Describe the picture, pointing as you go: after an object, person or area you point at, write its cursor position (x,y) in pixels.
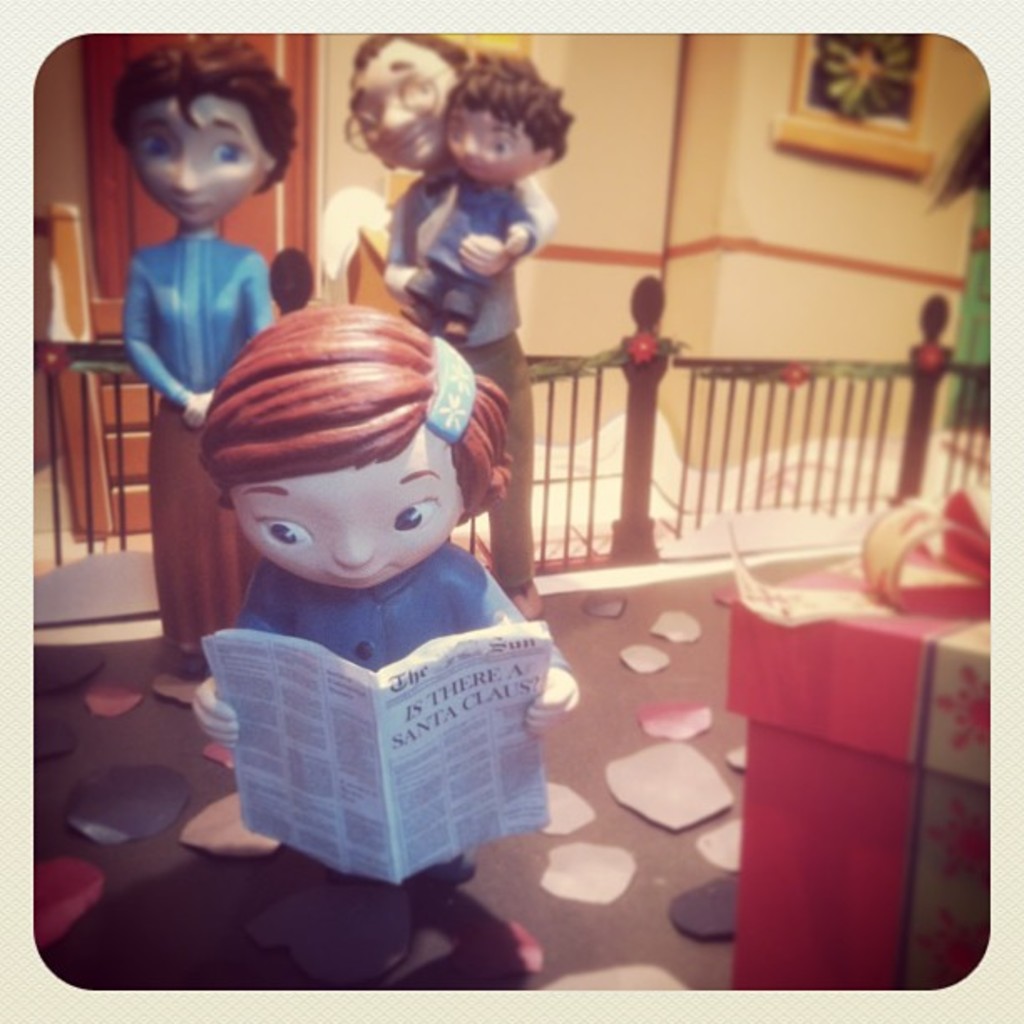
This picture contains four statuettes (470,372). The statuette (366,556) in front of the picture is holding a newspaper (311,775). On the right side (793,777), we see a red color gift box (866,709). Behind that, we see an iron railing (54,419). Behind that, we see a door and a wall (817,171) on which photo frame (810,147) is placed.
